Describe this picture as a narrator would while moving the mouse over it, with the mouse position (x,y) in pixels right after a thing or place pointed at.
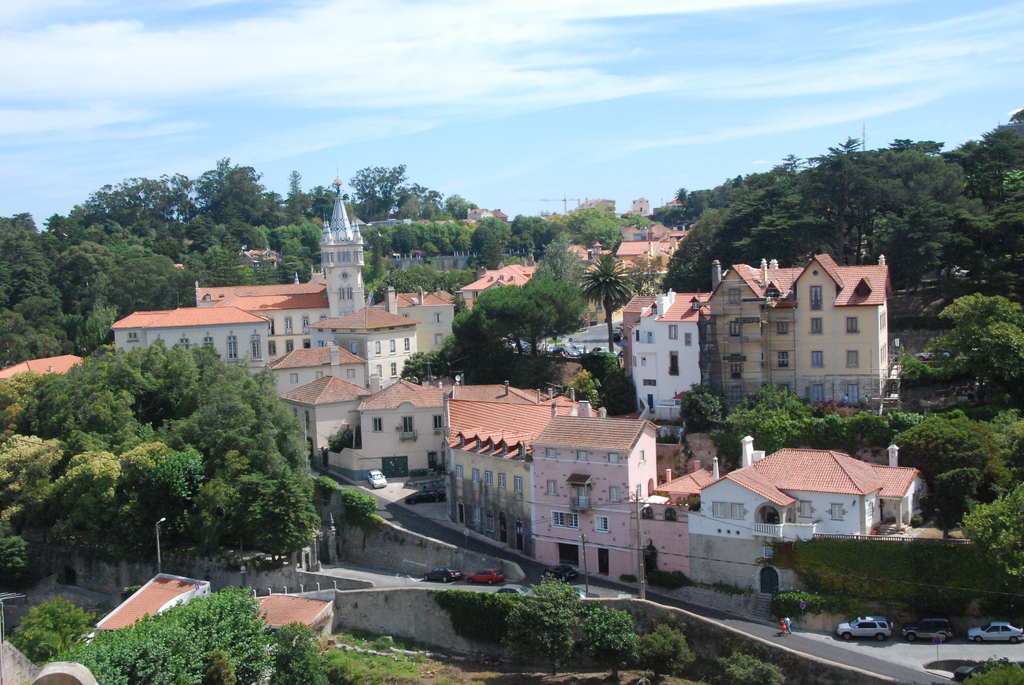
The picture is aerial view of a city (475,391) or a town (483,407). In this picture there are trees (475,343), buildings (822,257), cars (864,629), street lights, roads (404,519) and other objects (893,372). Sky (533,107) is partially cloudy.
